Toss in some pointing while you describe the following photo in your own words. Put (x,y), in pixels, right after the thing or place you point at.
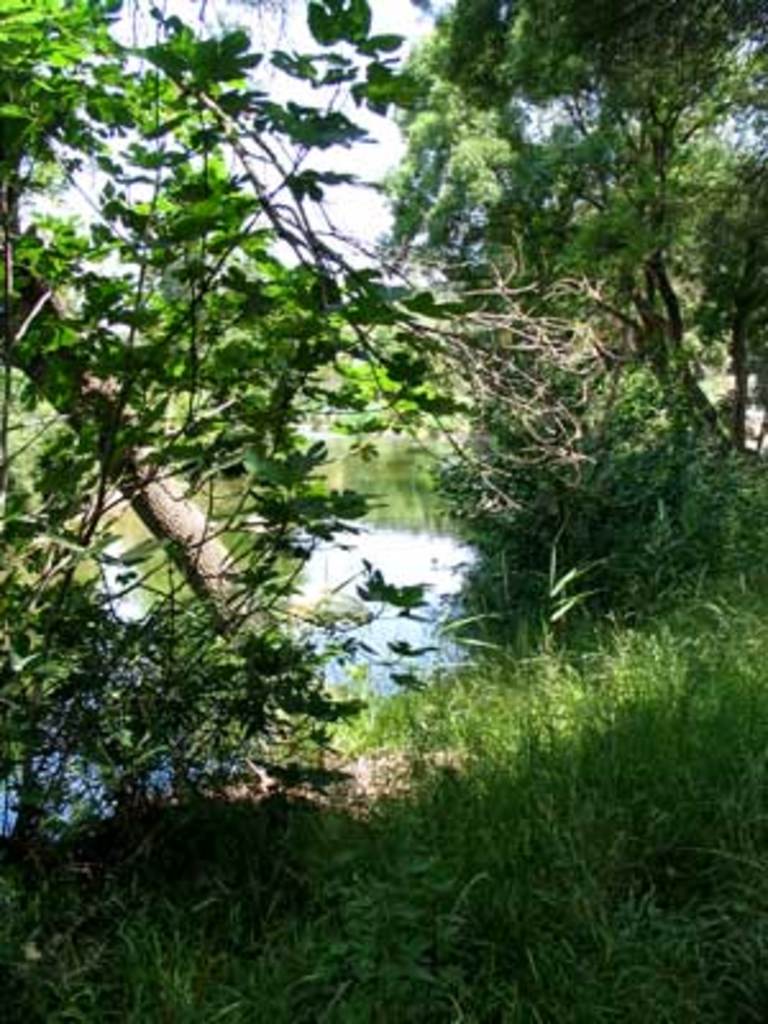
In this image there are plants (673,490) and trees (618,403). At the bottom (496,910) there is grass (399,826) on the ground (555,806). In the center (369,493) there is the water (220,483). At the top (343,153) there is the sky (285,6).
